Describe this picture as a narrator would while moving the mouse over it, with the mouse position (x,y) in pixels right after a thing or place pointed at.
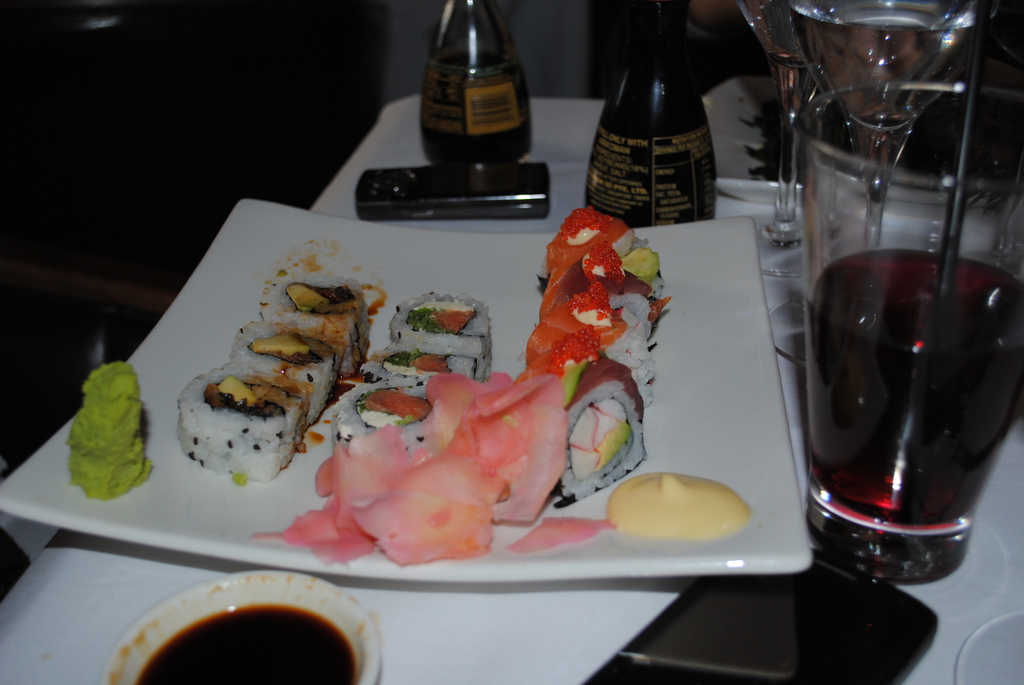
In this image I can see there are food items (508,386) in a white color plate (667,429). On the right side (895,229) there are wine glasses (911,239) on this table (488,647), at the bottom (758,605) there is the mobile phone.
